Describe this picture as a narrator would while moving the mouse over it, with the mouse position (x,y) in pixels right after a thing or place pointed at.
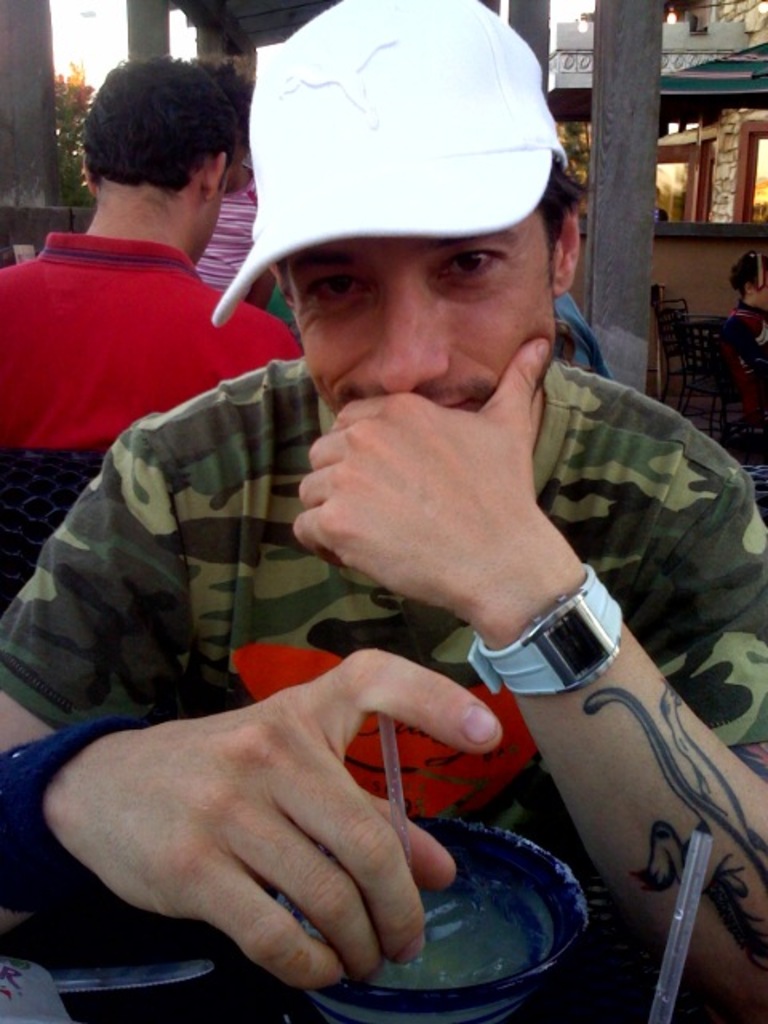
In this image there is one person (373,682) sitting at bottom of this image (367,767) is holding a straw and there are some persons (180,271) behind to this person (249,278). There are some chairs (688,347) at right side of this image (702,328).
